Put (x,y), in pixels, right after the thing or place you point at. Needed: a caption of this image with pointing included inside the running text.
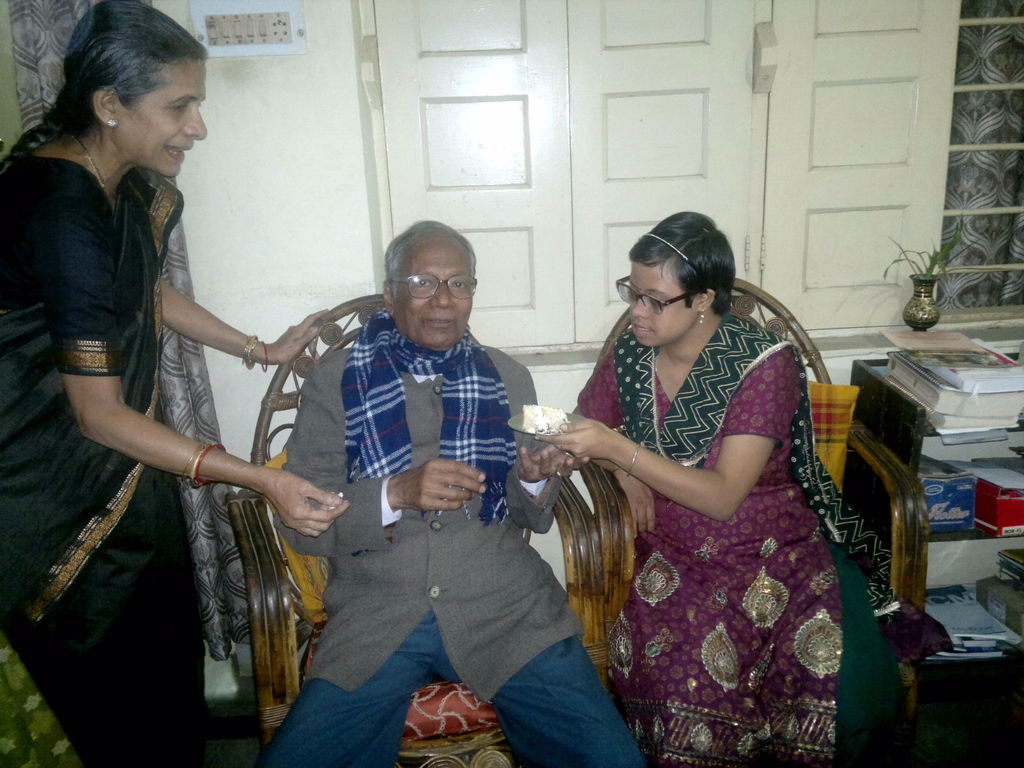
In this image I can see three persons (517,559), the person (729,590) at right (792,557) is wearing green and pink color dress (772,529) and the person (53,484) at left (91,455) is wearing black color saree (61,465). Background (819,254) I can see few books (1006,553) in the racks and I can see the window (855,196) and the wall (291,153) is in white color.
